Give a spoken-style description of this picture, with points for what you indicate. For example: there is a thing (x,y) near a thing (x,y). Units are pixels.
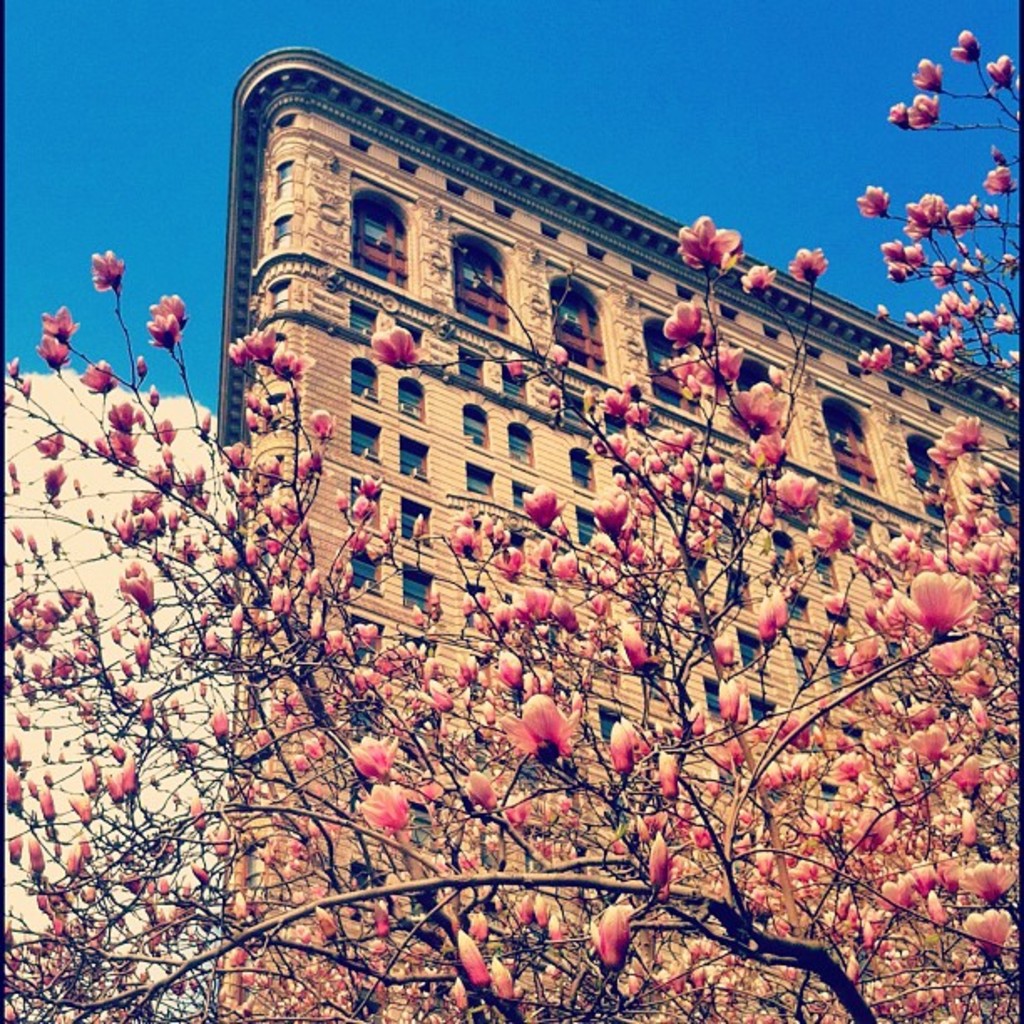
In this image in front (858,769) there is a tree (497,860). In the background of the image (536,371) there is a building (433,260) and sky (647,92).
